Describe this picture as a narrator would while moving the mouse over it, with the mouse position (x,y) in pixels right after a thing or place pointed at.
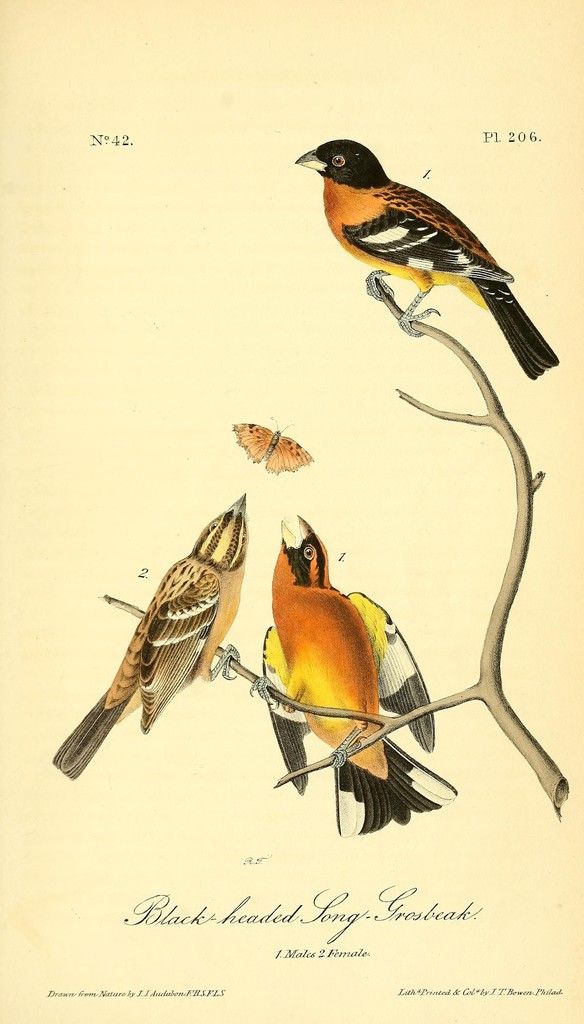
In this picture I can see birds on the branch (316,712) and I can see a butterfly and text (329,895) at the bottom of the picture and numbers (496,138) at the top left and right corners of the picture.
